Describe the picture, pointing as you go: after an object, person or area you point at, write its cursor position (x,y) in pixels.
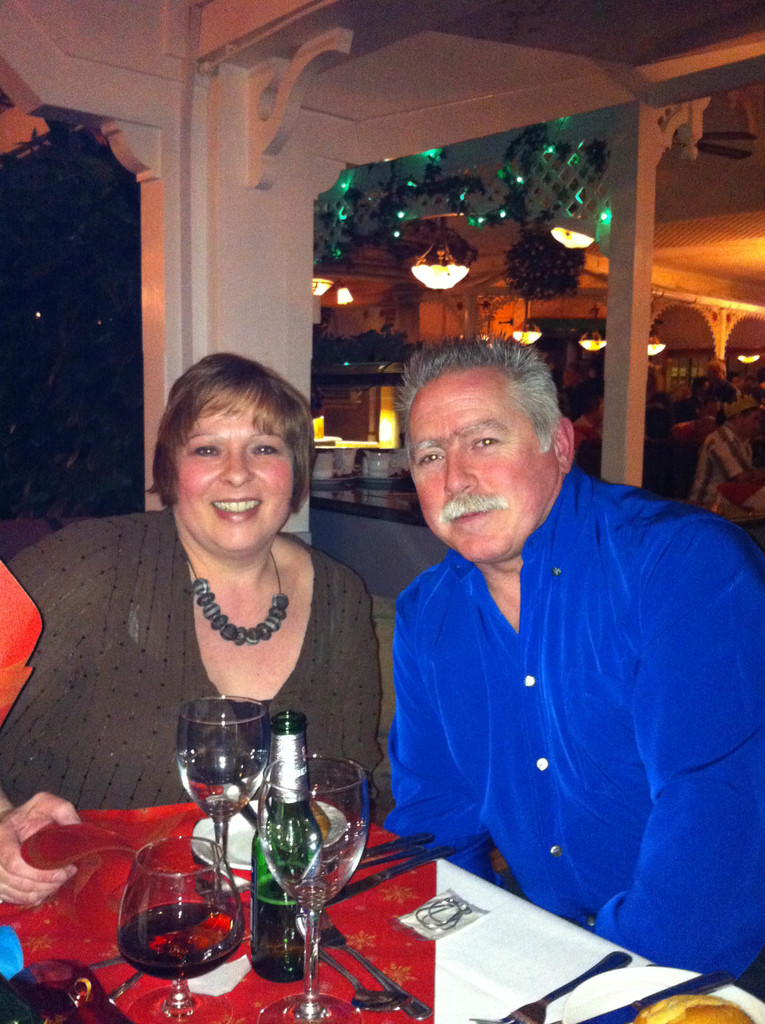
In this image there are two people (637,729) one man (581,676) and one woman (163,549). There is a table (395,907) in front of them on which there is glass (222,754), wine bottle (269,954), fork (534,1020), spoon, tissue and cloths (368,919). At the back side (440,284) there are chandeliers (451,271) at the top (440,257).
